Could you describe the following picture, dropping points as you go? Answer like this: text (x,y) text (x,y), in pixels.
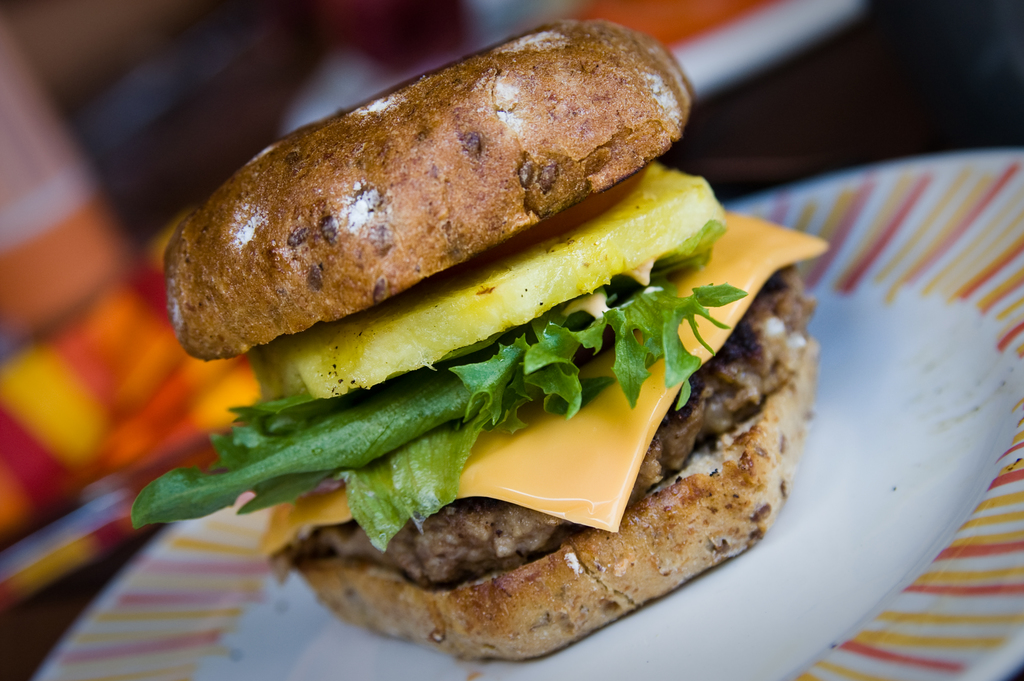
In this picture we can see plate (1014,648) with food (673,478). In the background of the image (499,5) it is blurry.
